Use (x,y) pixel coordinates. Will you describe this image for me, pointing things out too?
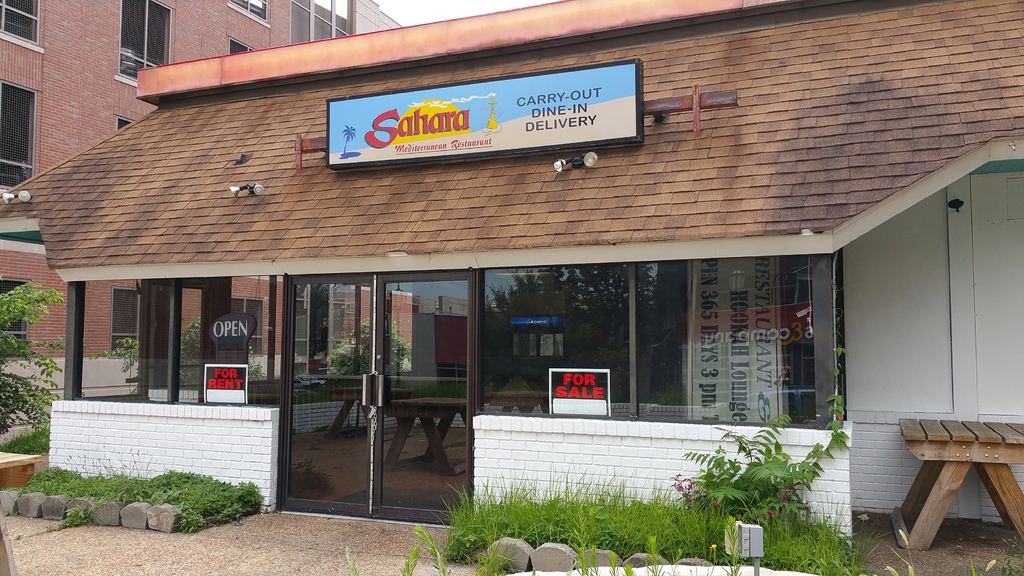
This picture is clicked outside. In the foreground (700,523) we can see the plants (240,490) and some portion of grass (649,506). On the right (962,459) there is a wooden table (1002,482) and we can see the house (982,285) and a white color door (1001,287) and a glass door (332,370) and the boards (239,337) on which we can see the text (427,128). In the background (449,2) there is a sky (434,10) and a building (73,57) and some plants (57,369).
